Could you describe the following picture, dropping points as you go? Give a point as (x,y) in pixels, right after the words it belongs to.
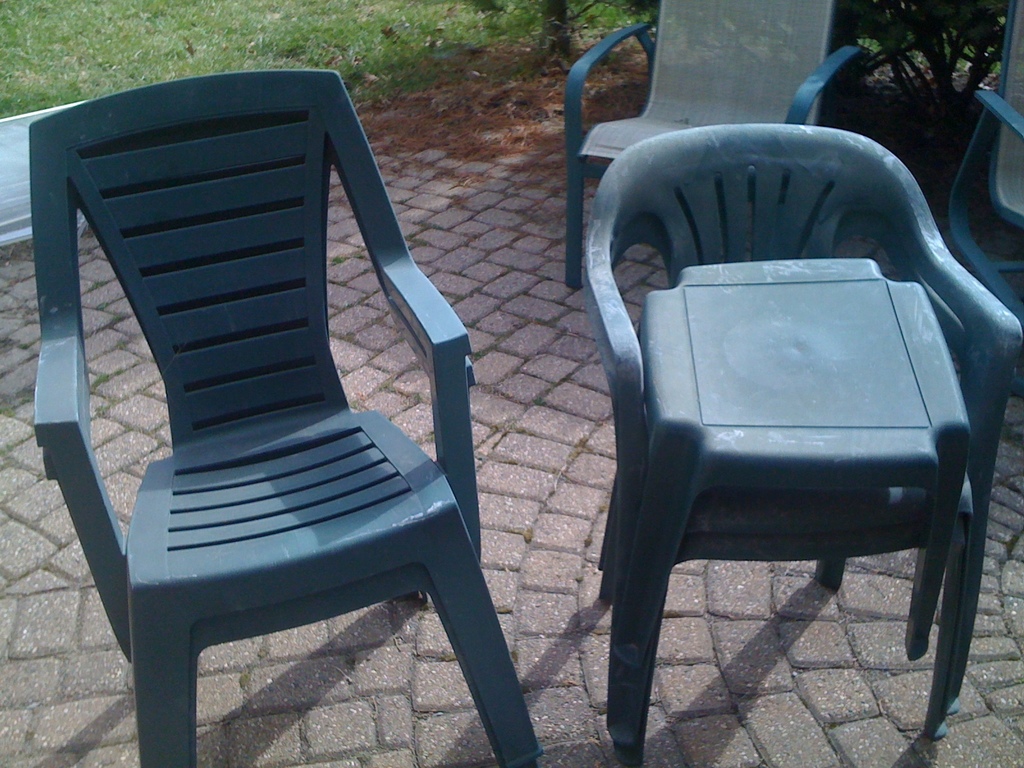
In this image we can see chairs (63,410). In the background of the image (269,26) there is grass (41,25). At the bottom of the image (663,695) there is floor (462,706).
